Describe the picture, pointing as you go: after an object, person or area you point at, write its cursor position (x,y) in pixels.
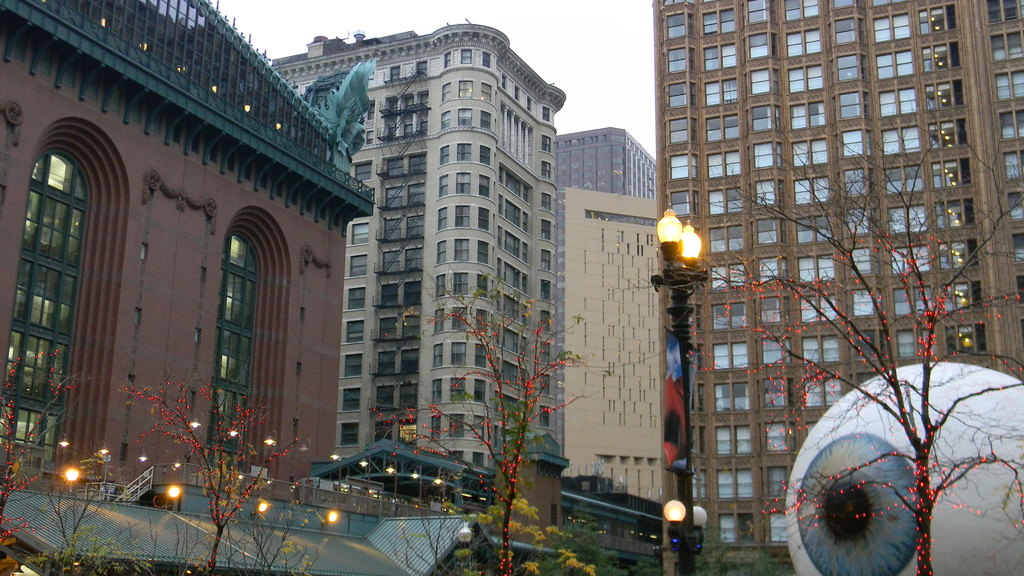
In this picture there are buildings (510,226) and trees (734,556) and there are street lights (68,473). On the right side of the image (948,522) it looks like a sculpture (867,516). On the left side of the image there is a staircase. At the top (590,6) there is sky (583,71) and there are lights (14,489) on the trees (883,288).
